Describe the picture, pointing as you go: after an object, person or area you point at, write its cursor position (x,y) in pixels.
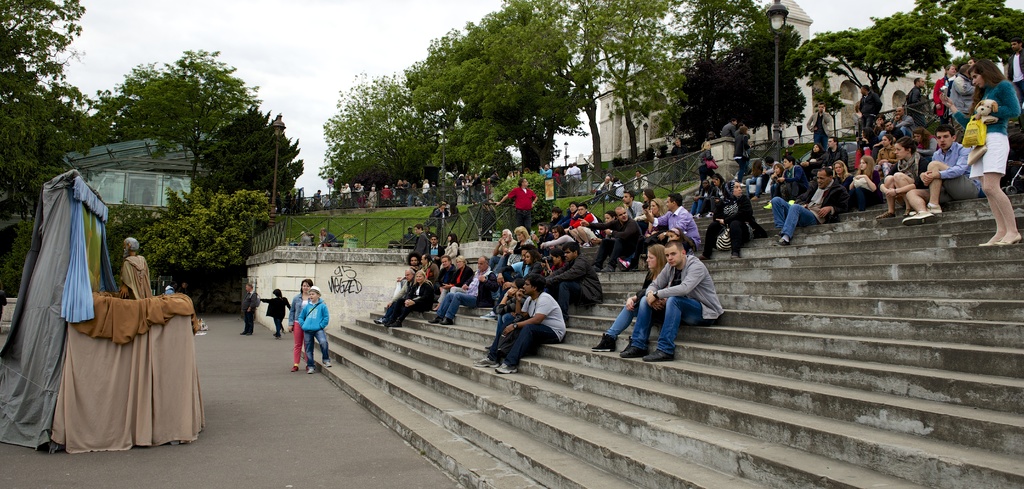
This picture is clicked outside. On the left (143,267) there is an object (127,272) which seems to the sculpture (143,262) of a person (136,284) and we can see the clothes (162,342). On the right (932,204) we can see the group of people (840,208) sitting on the stairs (702,247) and we can see the group of people (531,202) standing, we can see the green grass (375,241), net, metal rods (703,153), lamp posts (775,47), plants (251,224), trees (355,148), buildings (615,102) and many other objects (350,301). In the center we can see the group of people (299,300) standing on the ground (266,365). In the background (268,17) we can see the sky (208,6).
